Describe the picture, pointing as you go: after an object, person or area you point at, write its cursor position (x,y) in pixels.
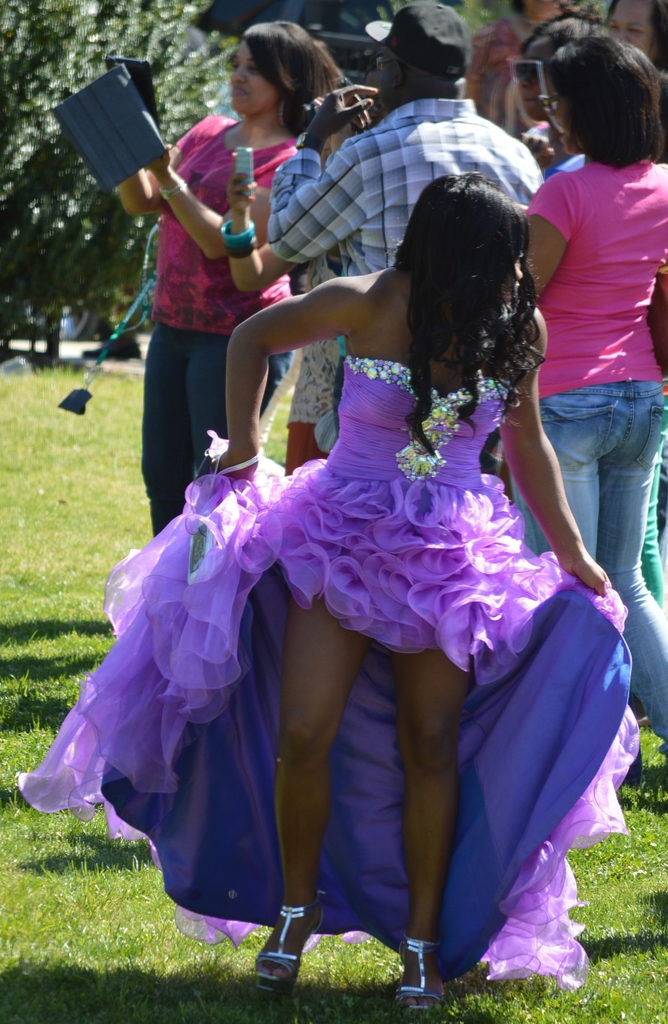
In this image there is a girl (364,481) in the middle (392,517) who is holding her frock (411,551). In the background (417,135) there are two persons (241,127) who are taking the pictures with the mobiles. On the right side (558,140) top there are few people (568,140) standing on the ground (643,893). On the left side (33,79) top there is a tree (46,49).
